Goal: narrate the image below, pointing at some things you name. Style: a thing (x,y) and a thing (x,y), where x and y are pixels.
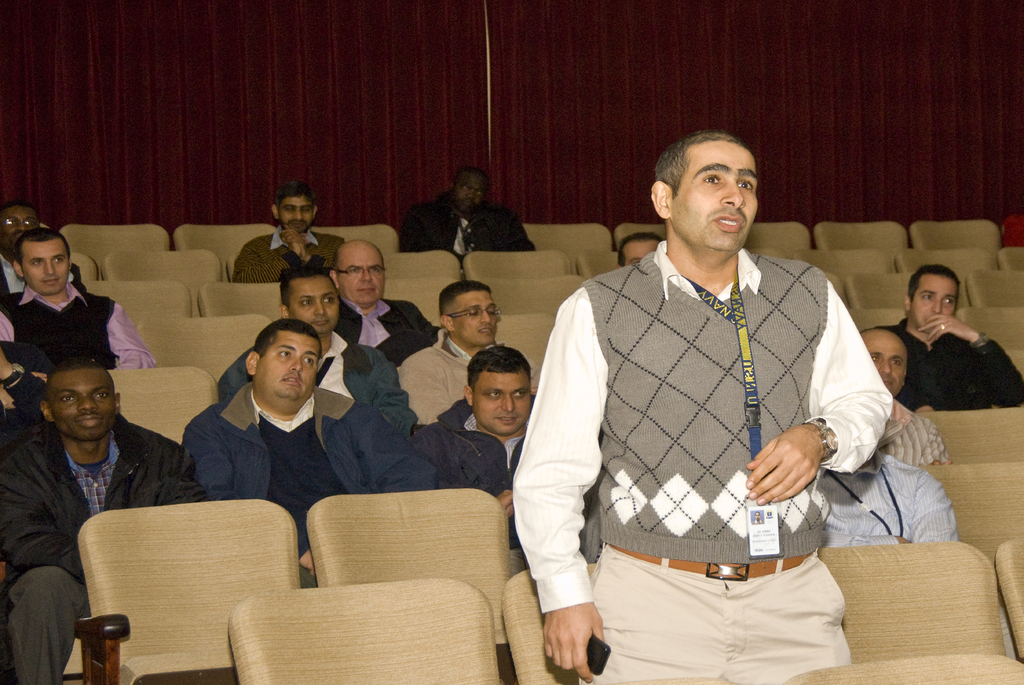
In this image I can see a person (743,436) wearing grey and white colored dress (691,463) is standing. I can see few persons (395,355) are sitting on chairs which are cream in color behind him. In the background (221,115) I can see the maroon colored curtain (266,103).
